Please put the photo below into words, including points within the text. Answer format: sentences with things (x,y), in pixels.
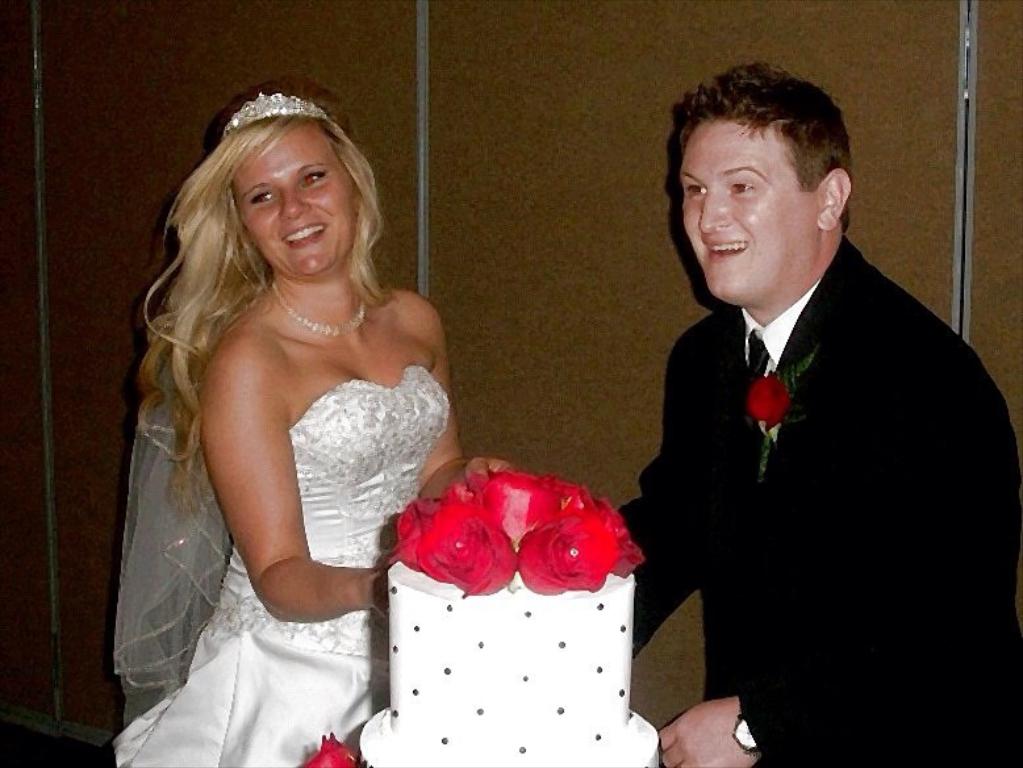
In the center of the image (360,259) there are couples (355,334) standing. In front of them there is a cake (471,570). In the background of the image (411,97) there is a wall (471,73).
